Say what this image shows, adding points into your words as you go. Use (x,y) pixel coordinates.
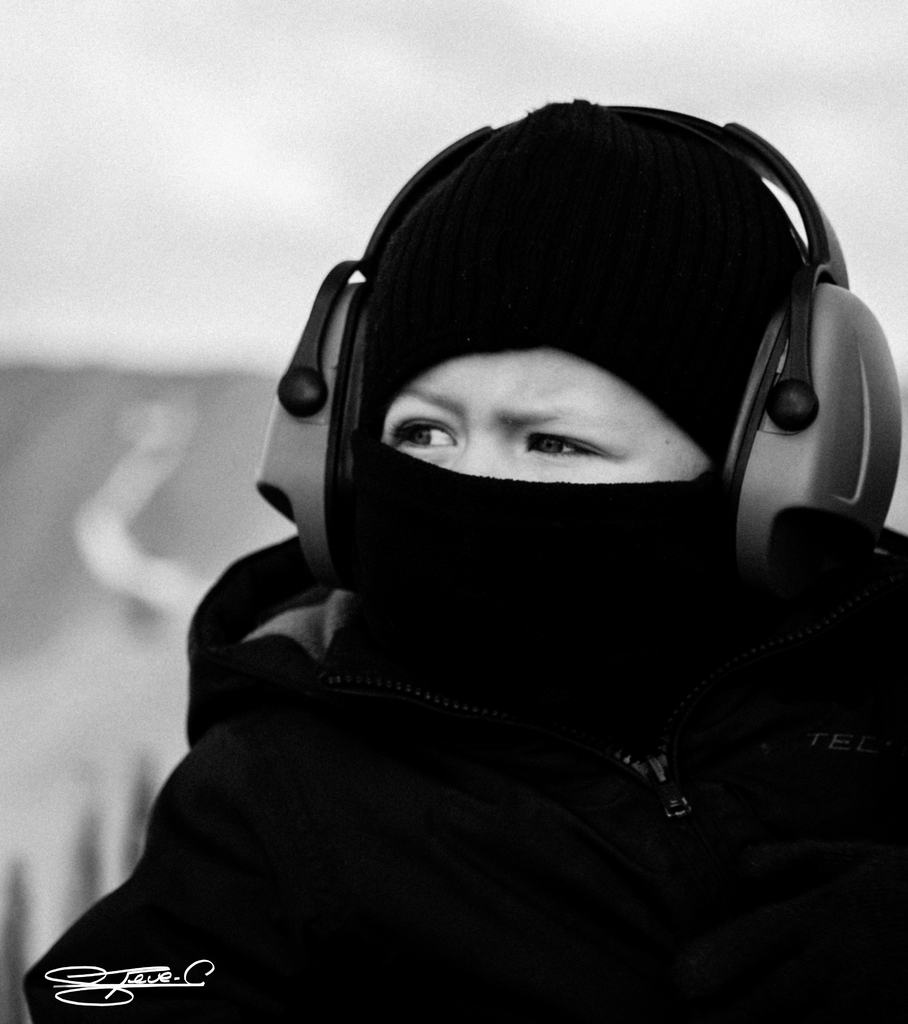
In the foreground of this picture (430,493) we can see a person (526,368) wearing headphones (871,487), jacket (510,800) and in the background (61,453) we can see some other items (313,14). In the bottom left corner (117,993) we can see the watermark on the image.
